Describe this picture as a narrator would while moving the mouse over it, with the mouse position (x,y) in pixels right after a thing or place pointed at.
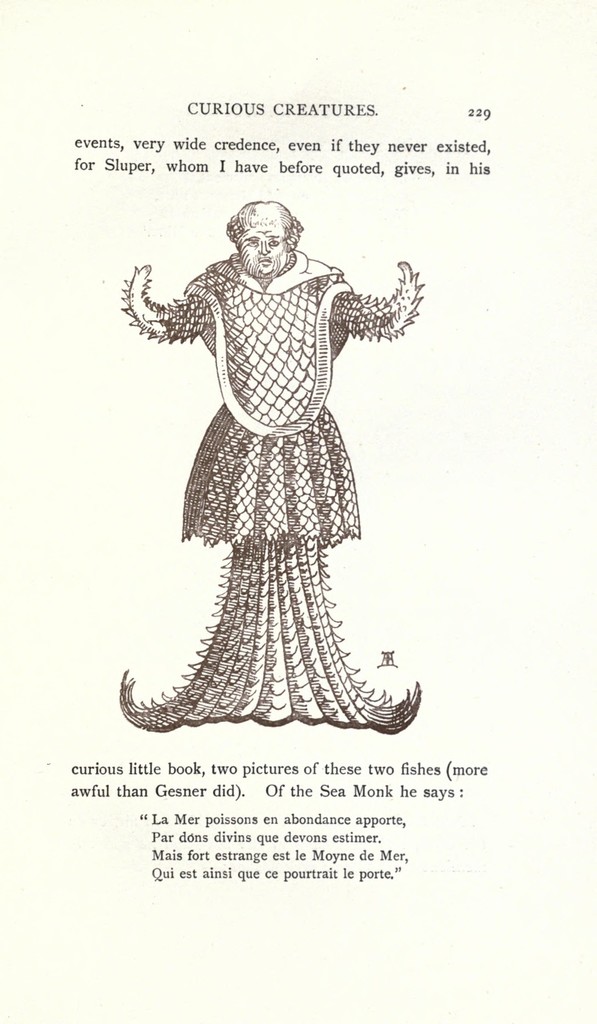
In this image I can see the page (298,250) of the book (284,403) which is cream in color. On the page (407,414) I can see the sketch (291,409) of a person (160,310) and few words (240,818) written with black color.
